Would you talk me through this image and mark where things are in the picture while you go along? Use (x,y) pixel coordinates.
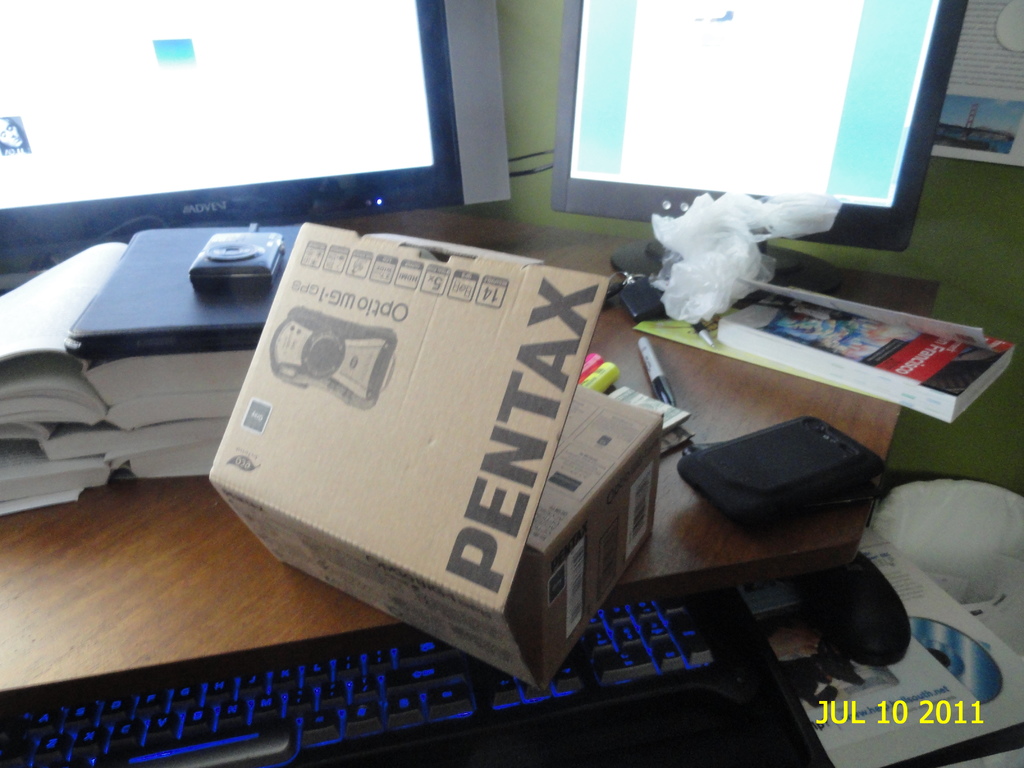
On the table (627,360) we can see books (206,357), monitors (285,106), pens (671,400) and other objects (265,348). Here we can see keyboard (663,674) and mouse (854,621). This is a trash can (987,500). Here we can see poster (979,124) on a wall (949,298).
